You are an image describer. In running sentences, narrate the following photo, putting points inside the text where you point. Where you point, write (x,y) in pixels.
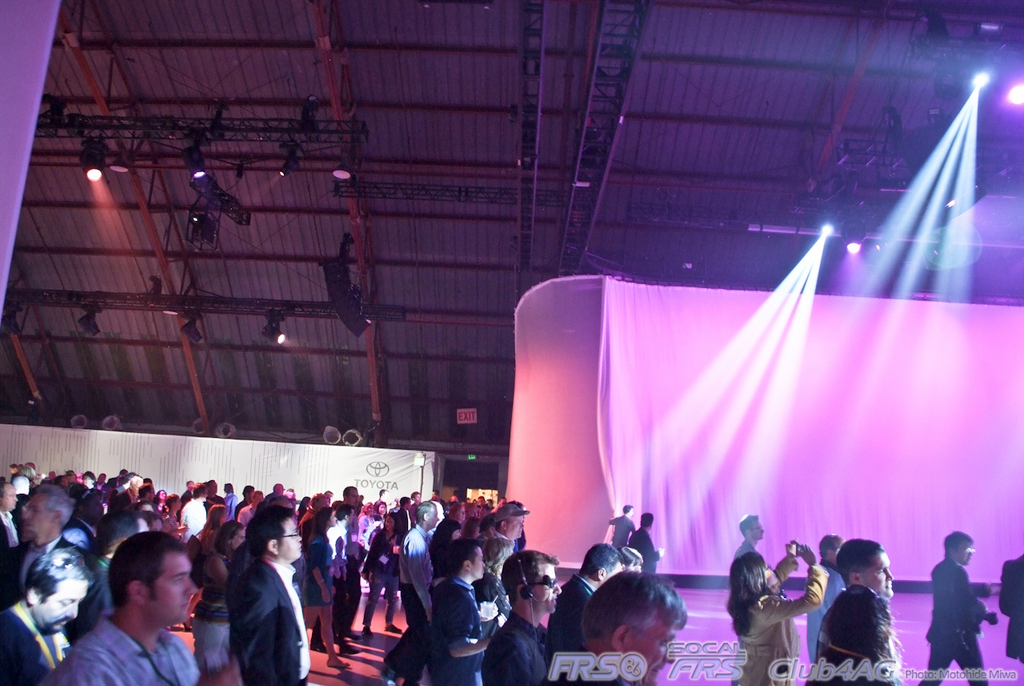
In this image in the front (258,592) there are group of persons (607,606) standing and walking. On the top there are lights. In the background (560,473) there is a curtain (755,437) and on the left side (329,473) there is an object (249,473) which is white in colour with some text (373,483) written on it.
